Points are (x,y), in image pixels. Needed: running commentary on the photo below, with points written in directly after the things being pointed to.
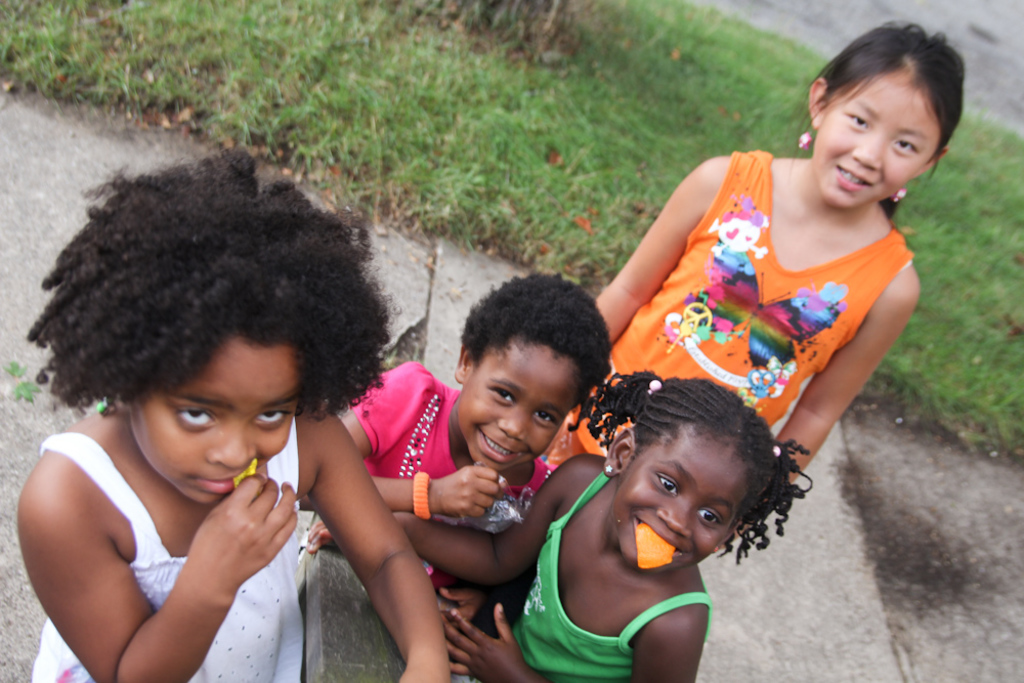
In this picture we can see four kids (826,305) and few are smiling, behind them we can see grass (516,173).
